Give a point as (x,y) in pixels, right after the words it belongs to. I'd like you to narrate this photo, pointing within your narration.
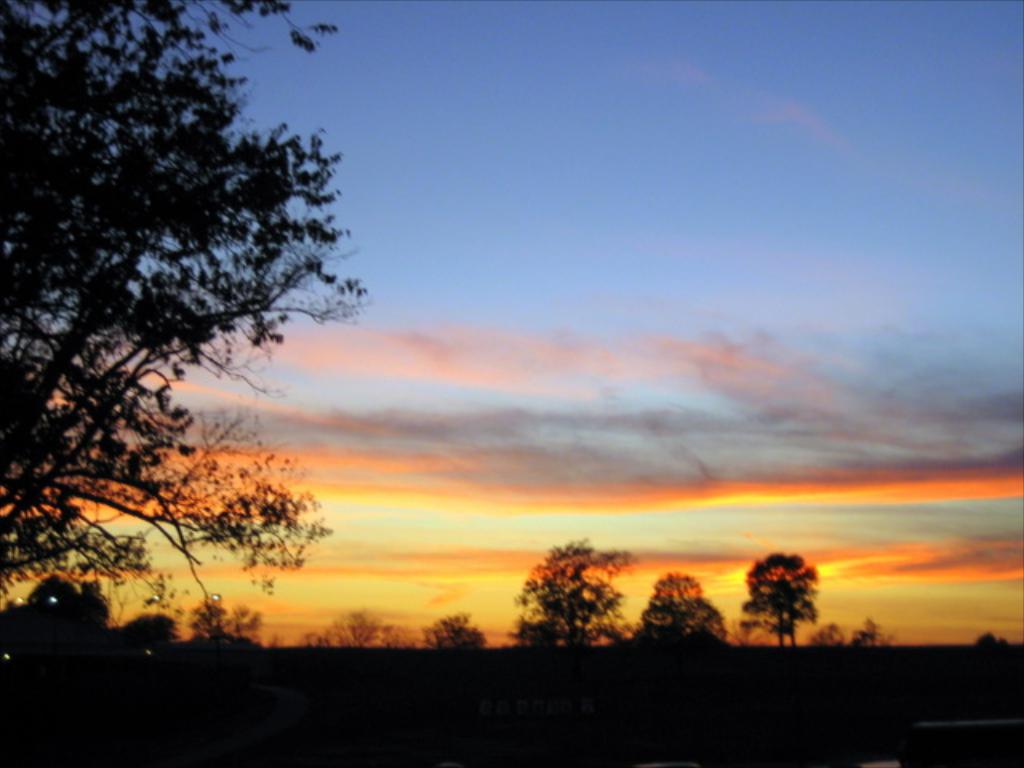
In the foreground of the picture (88,320) we can see trees (74,600). In the background (417,343) it is sky (702,420).
